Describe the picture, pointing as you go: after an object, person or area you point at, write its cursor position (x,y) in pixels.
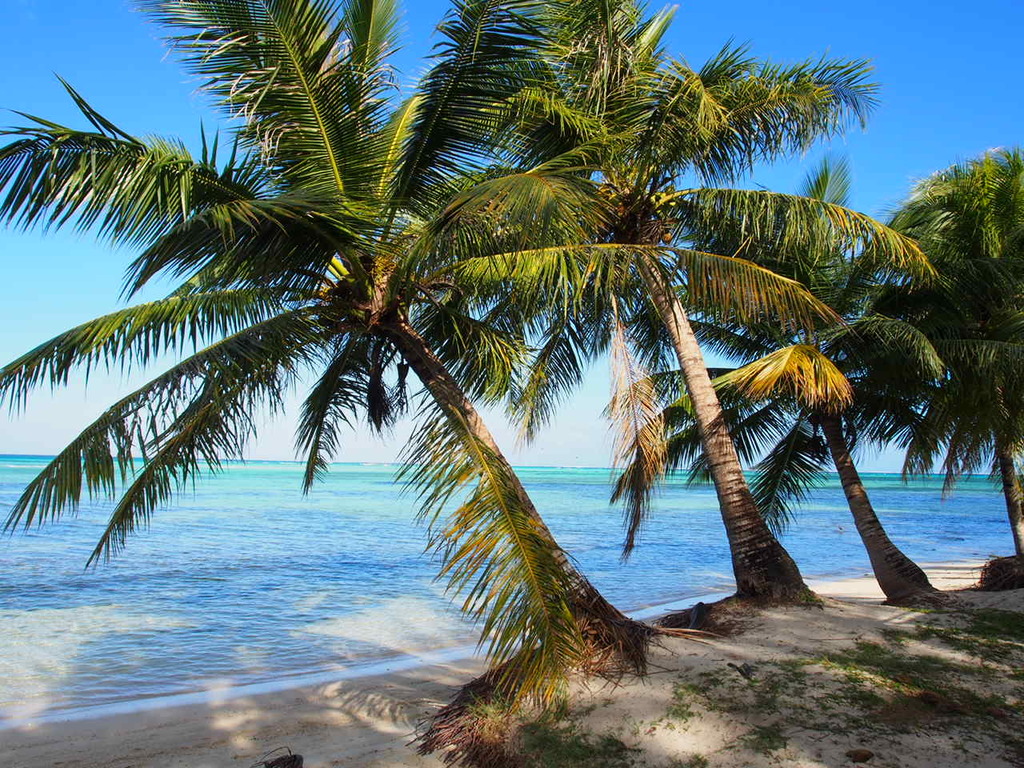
In this picture we can observe trees (570,229) in the beach (694,667). In the background (340,554) there is an ocean (283,507) and a sky (92,256).
